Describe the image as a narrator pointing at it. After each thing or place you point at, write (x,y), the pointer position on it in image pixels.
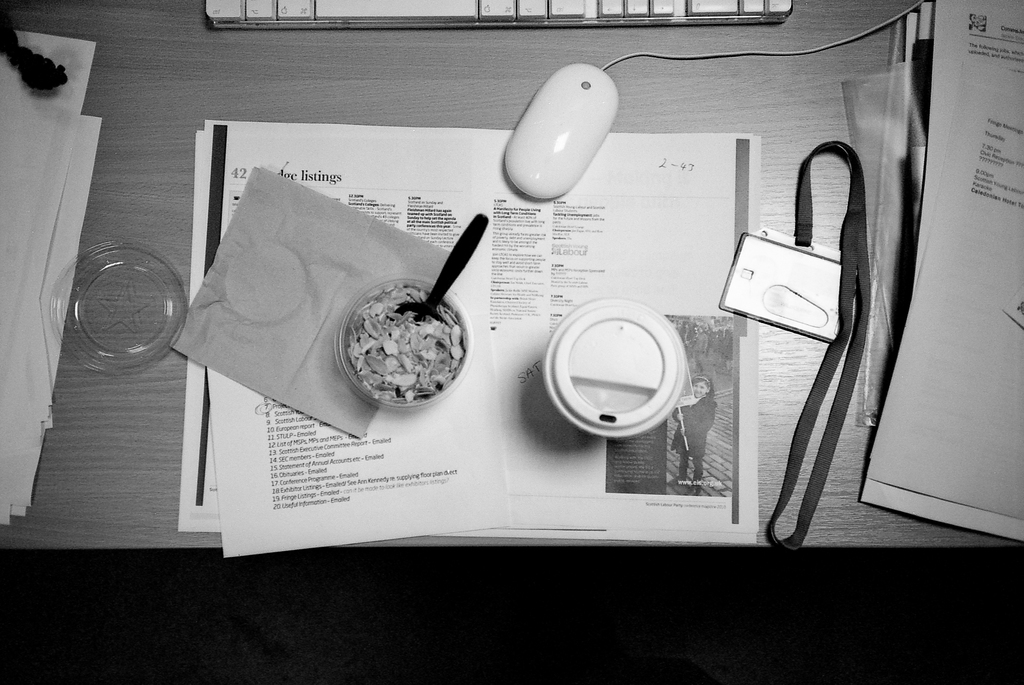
In this picture we can see a table (148,187) and on table (148,187) we have mouse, keyboard (272,19), papers (595,197), id card (774,231) with tag (809,200), bowl (441,341) with some food item (414,334) and spoon (465,245) in it.
